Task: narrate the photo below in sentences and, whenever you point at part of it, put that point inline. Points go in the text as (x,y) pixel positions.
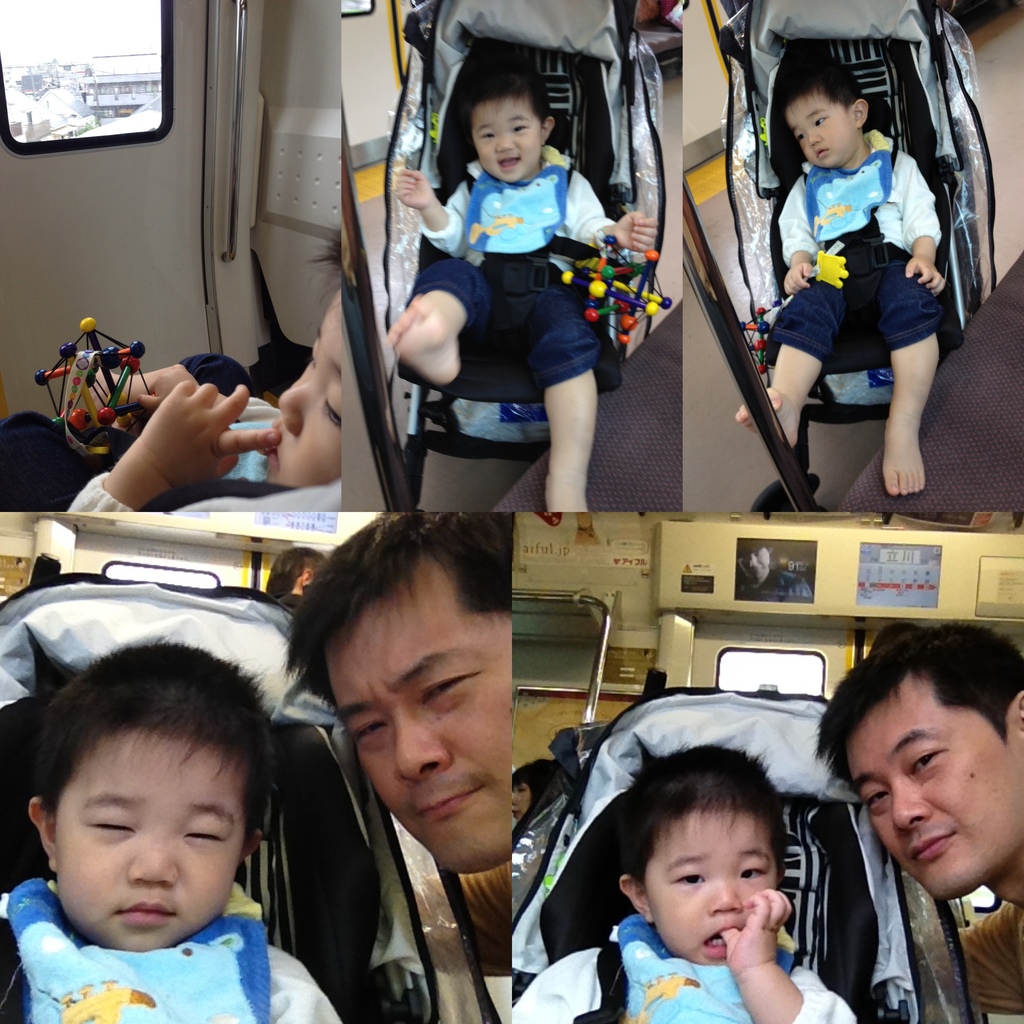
This image consists of a boy (547,393) and a man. It looks like the image is a edited and made as a collage. And it is clicked in the train (97,531). The boy (294,391) is sitting in a trolley (521,271). To the left (122,237), there is a door (149,227).
